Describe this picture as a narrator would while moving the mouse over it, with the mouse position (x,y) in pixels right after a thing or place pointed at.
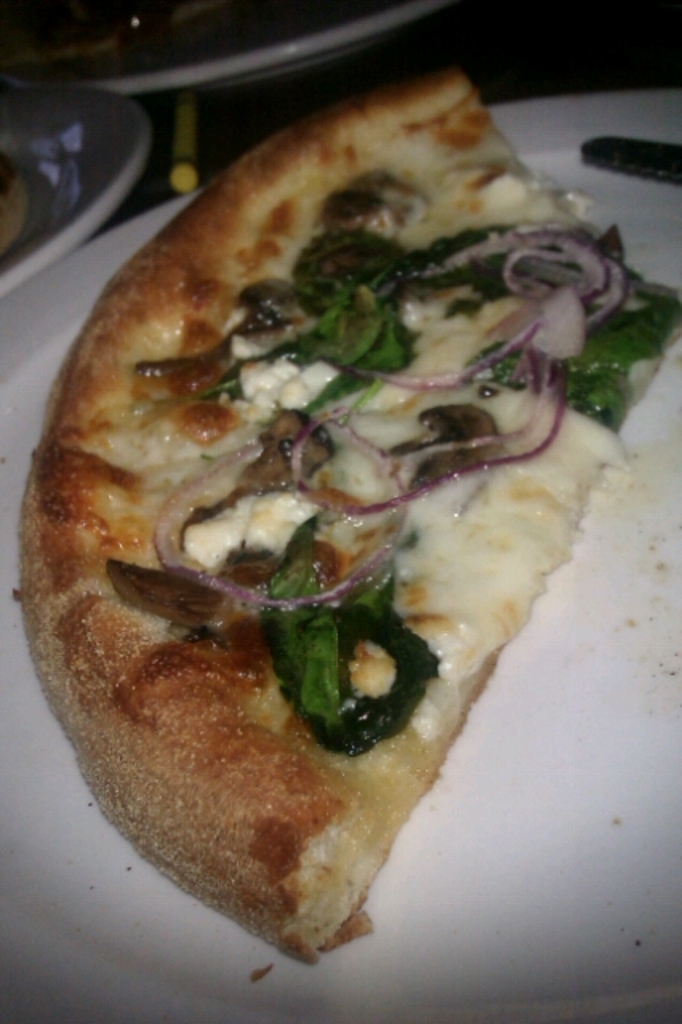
In this picture, we can see some food item (158,290) served on the plate (552,634), and we can see an object (653,170) on the plate (521,122), and we can see some objects (180,22) on the top left corner (115,199).
